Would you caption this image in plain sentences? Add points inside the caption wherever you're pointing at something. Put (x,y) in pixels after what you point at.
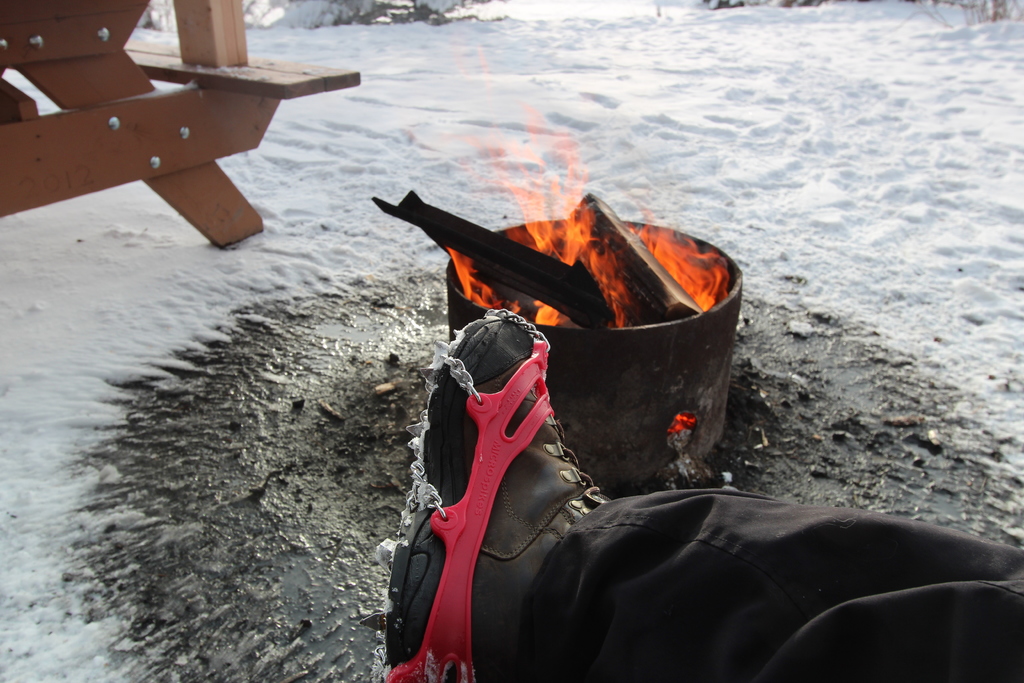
In this image I can see the person's leg (529,558). The person (606,560) is on the snow (289,125). The person (651,557) is wearing the black color dress (664,537) and shoes (517,478). To the side there is a fire (615,295). To the left (128,42) I can see the bench (184,109).
